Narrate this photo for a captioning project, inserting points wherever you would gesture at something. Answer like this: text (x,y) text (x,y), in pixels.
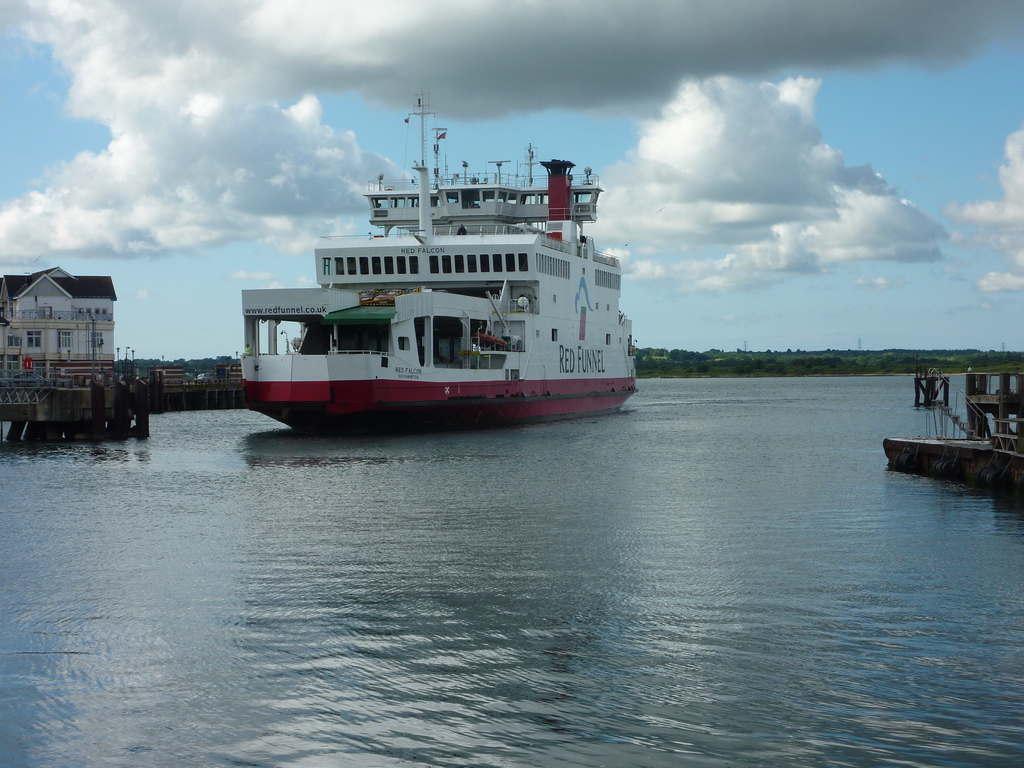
In this image we can see the ship (397,346) on the water (203,441). And we can see the house (63,335) and bridge (128,397) with pillars (154,391). And at the back (741,365) we can see there are trees (747,352) and the cloudy sky (811,150).
